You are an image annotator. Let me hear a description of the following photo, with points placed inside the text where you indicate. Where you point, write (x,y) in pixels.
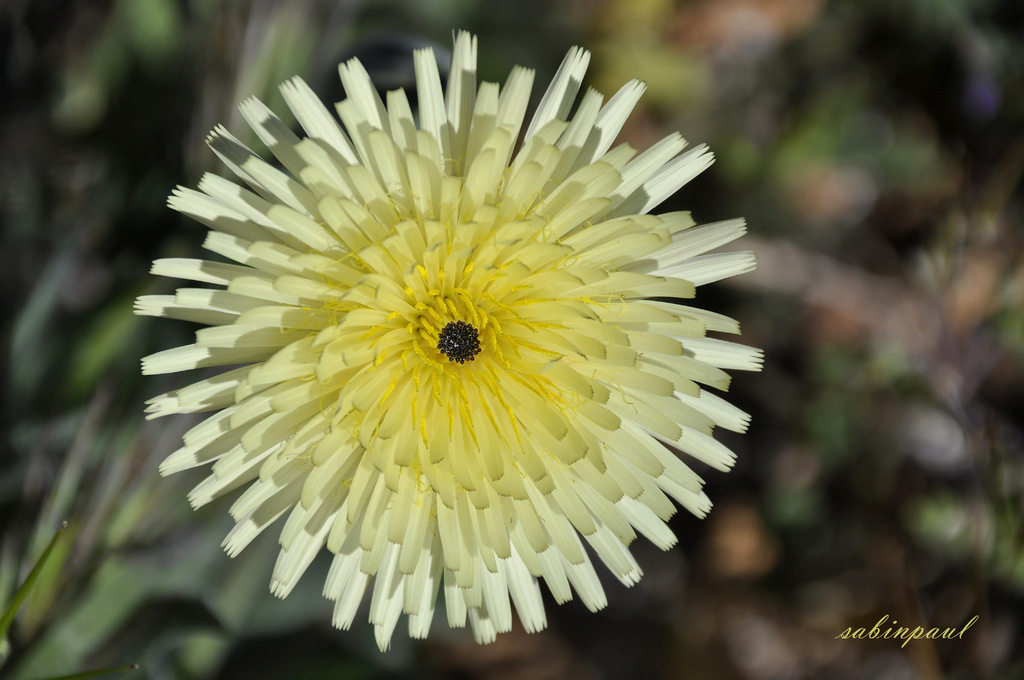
In this image we can see a flower (442,443) and a blurry background (820,159).
